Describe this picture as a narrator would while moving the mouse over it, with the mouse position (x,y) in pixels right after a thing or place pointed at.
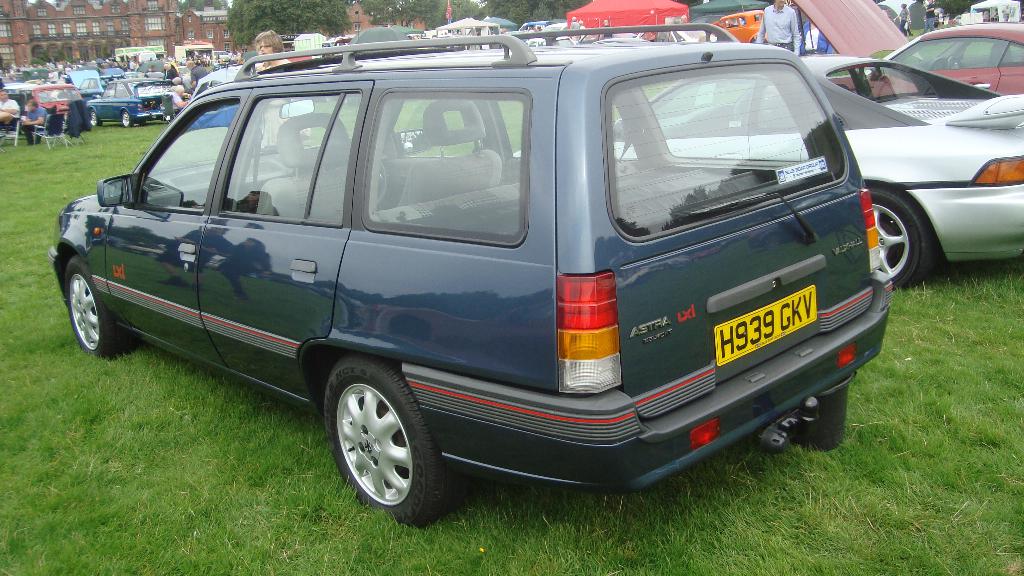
In this image I can see some grass (177,419) on the ground (95,132) and few vehicles (573,216) on the ground (140,137). In the background (790,20) I can see few persons (791,36), few trees (531,13) which are green in color, few tents (466,20) and few buildings (162,12) which are brown in color.
